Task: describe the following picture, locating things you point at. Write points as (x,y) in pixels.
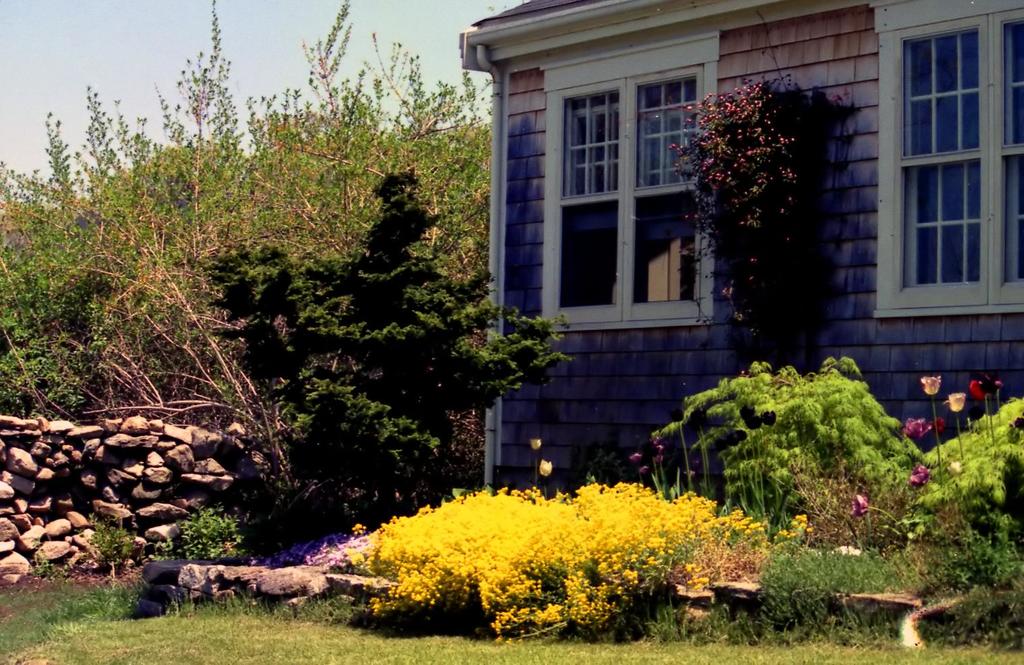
This image is taken outdoors. At the top of the image (180,72) there is the sky (180,72). At the bottom of the image (375,649) there is a ground (355,638) with grass (436,652) on it. On the right side of the image (848,282) there is a house (830,305) with a wall (871,259), windows (639,197) and a roof (530,2). In the middle of the image (646,443) there are a few trees (368,273) and plants (544,492) on the ground (131,622). On the left side of the image (100,460) there are a few stones (114,497).
